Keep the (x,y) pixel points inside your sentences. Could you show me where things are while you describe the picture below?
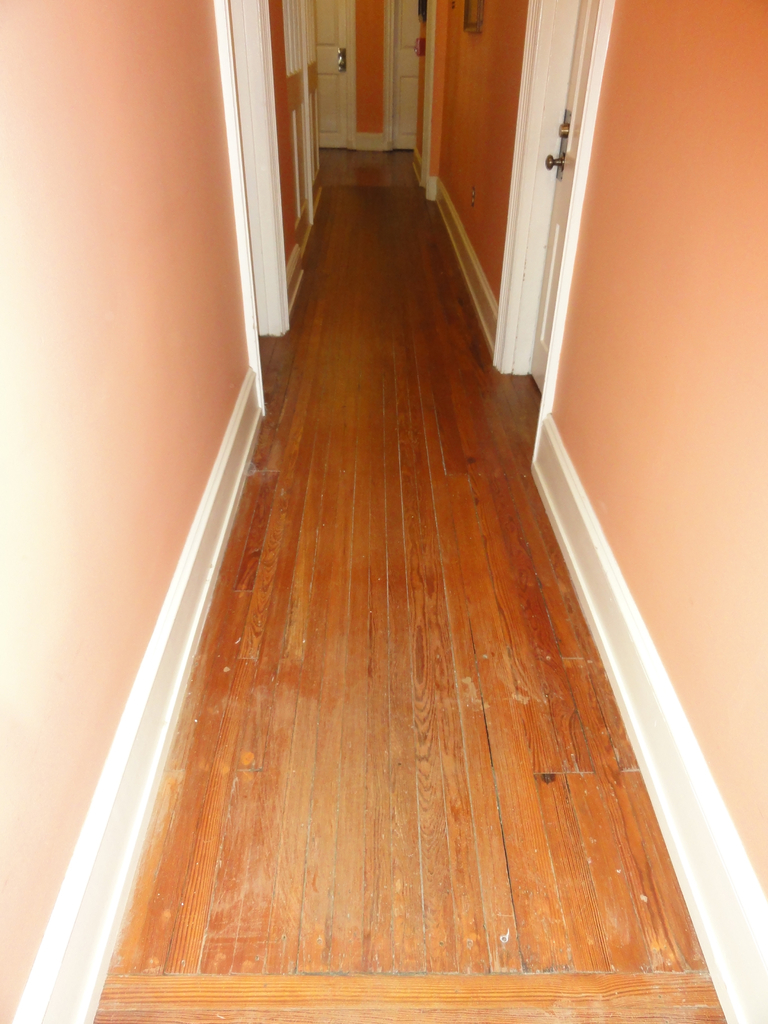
In this image, I can see a wooden floor (363,282) and there are doors (401,40). At the top of the image (483,31), I can see an object (473,28) attached to the wall (474,36).
